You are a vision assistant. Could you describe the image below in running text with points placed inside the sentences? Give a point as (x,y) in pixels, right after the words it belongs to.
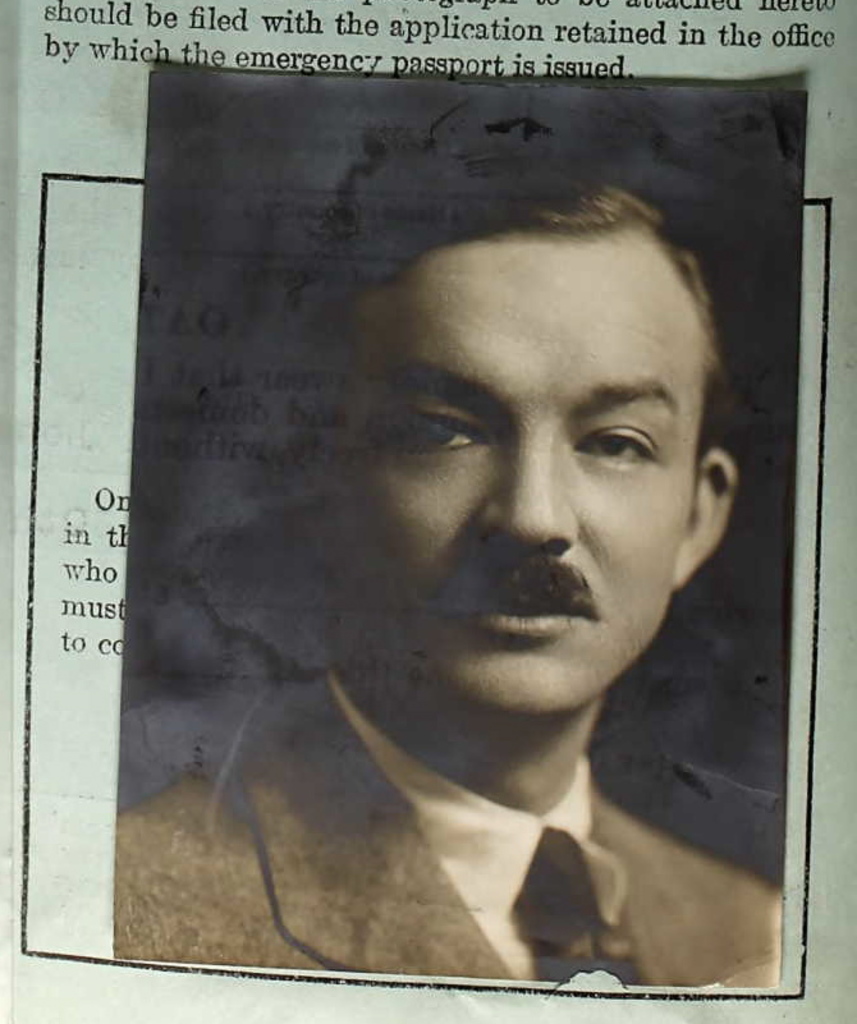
In this image we can see there is a person's photo (644,427) kept on book (852,104) on which we can see there is a something written.
